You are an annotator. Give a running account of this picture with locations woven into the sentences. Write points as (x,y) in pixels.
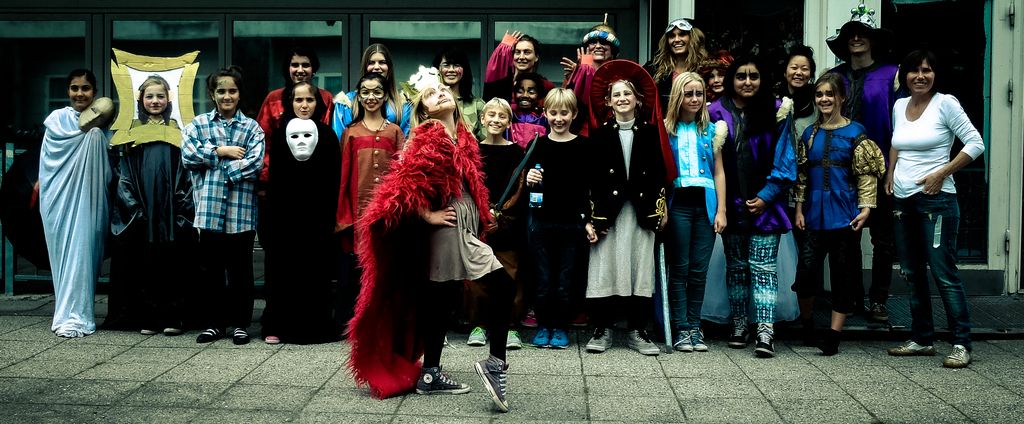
In this image, we can see a group of people (459,250) are standing on the platform (677,354) and smiling. Few are holding some objects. Background (778,32) we can see a glass door (281,82), wall (817,60). In the middle of the image (449,263), we can see a person (447,281) is dancing on the floor (365,420).
